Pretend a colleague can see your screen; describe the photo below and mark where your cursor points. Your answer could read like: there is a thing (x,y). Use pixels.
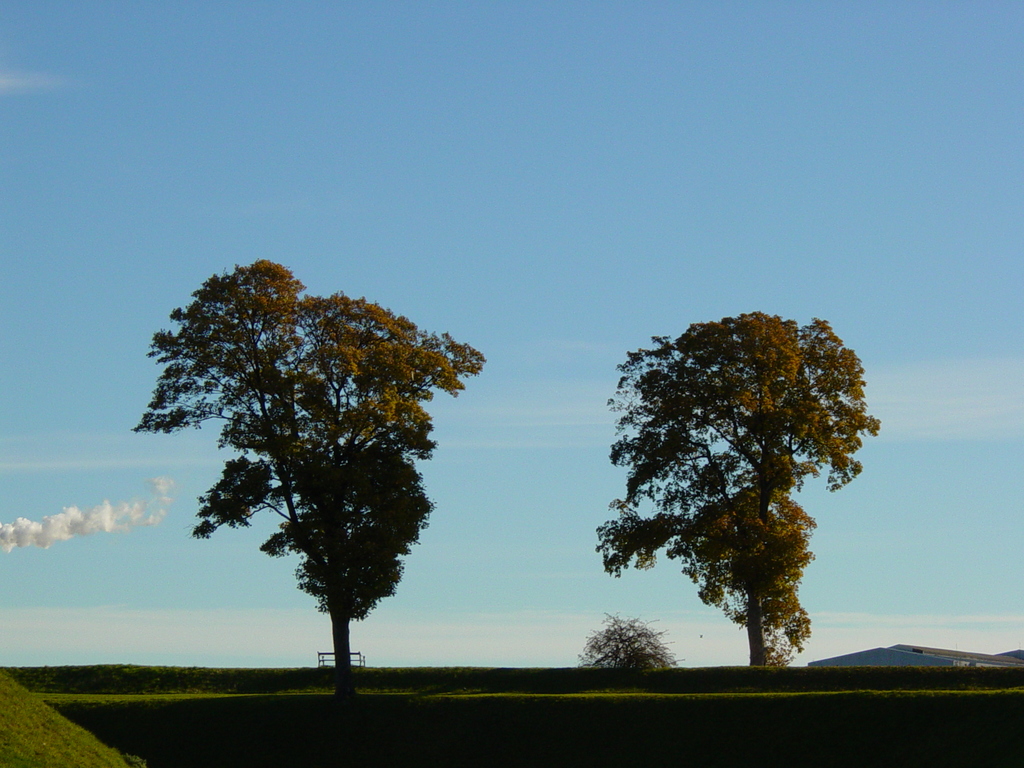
At the bottom of the picture (330,690), we see grass (360,711). There are trees (608,638) in the background (343,650). We even see a bench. On the right side (884,652), we see buildings (903,648). At the top of the picture (578,187), we see the sky (438,210), which is blue in color.
